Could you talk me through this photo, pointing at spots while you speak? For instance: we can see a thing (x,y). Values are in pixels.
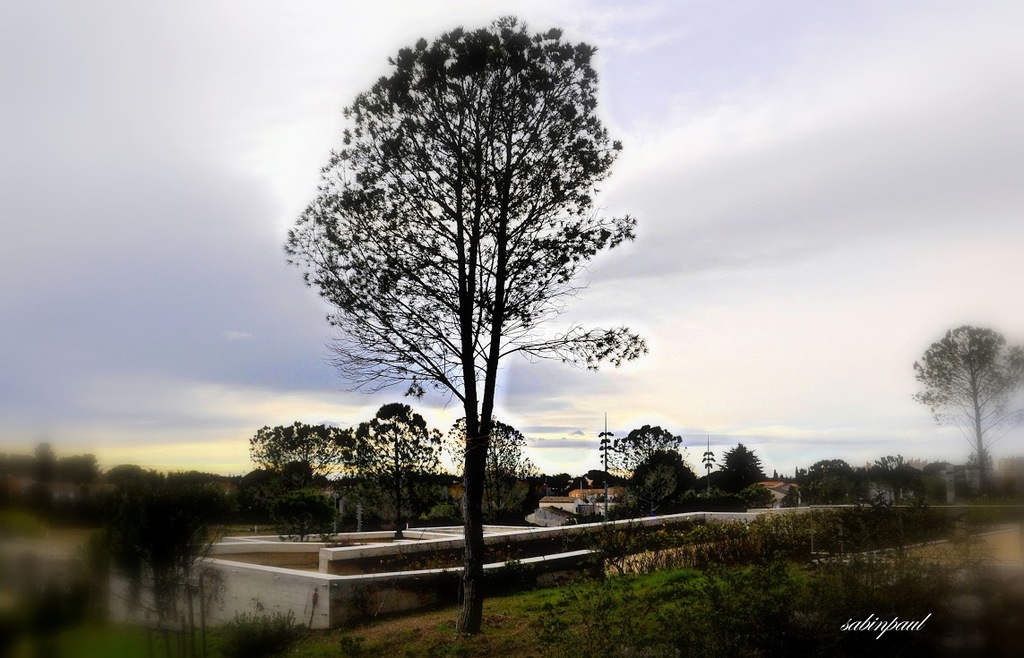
In this image we can see many trees (421,316). Also there are walls (336,571). On the ground (549,607) there is grass (576,601). In the background (258,251) there is sky (252,237). In the right bottom corner (869,622) there is watermark (872,623).
